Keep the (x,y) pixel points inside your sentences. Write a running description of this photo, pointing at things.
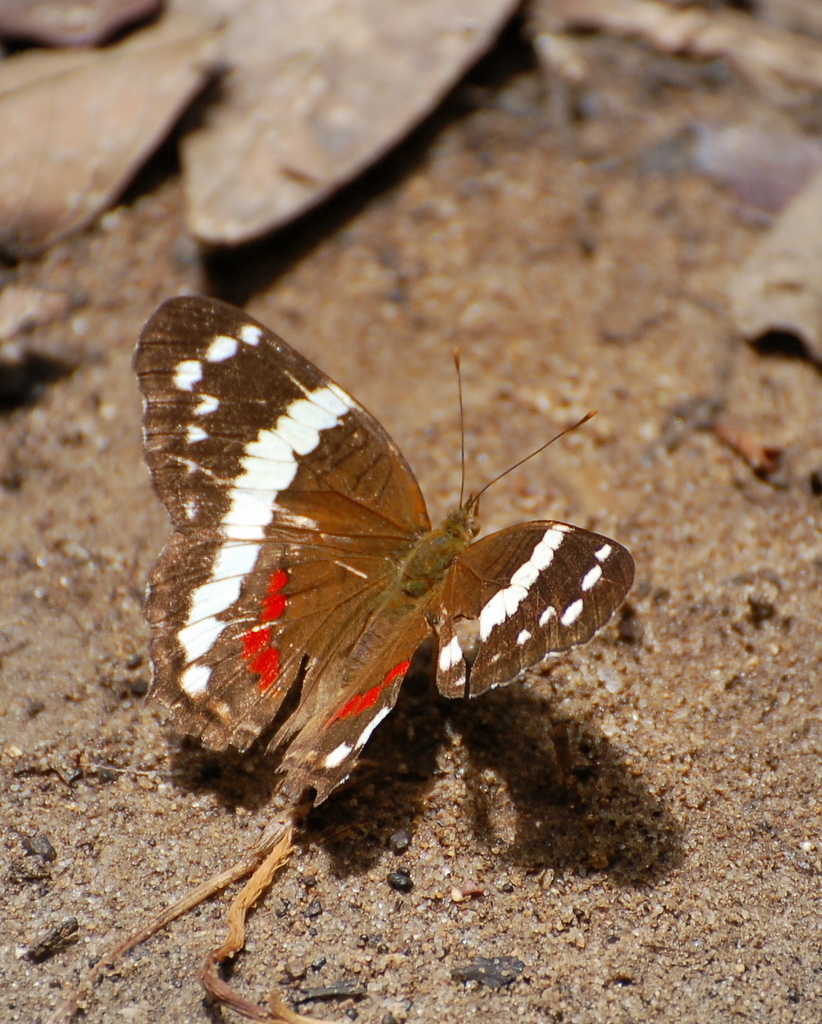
In this image I can see a butterfly (359,636) which is in brown, white and red color. It is on the ground (500,924). In the background (254,171) I think there are some dried leaves (272,152) on the ground (171,159) but it is blurry.
